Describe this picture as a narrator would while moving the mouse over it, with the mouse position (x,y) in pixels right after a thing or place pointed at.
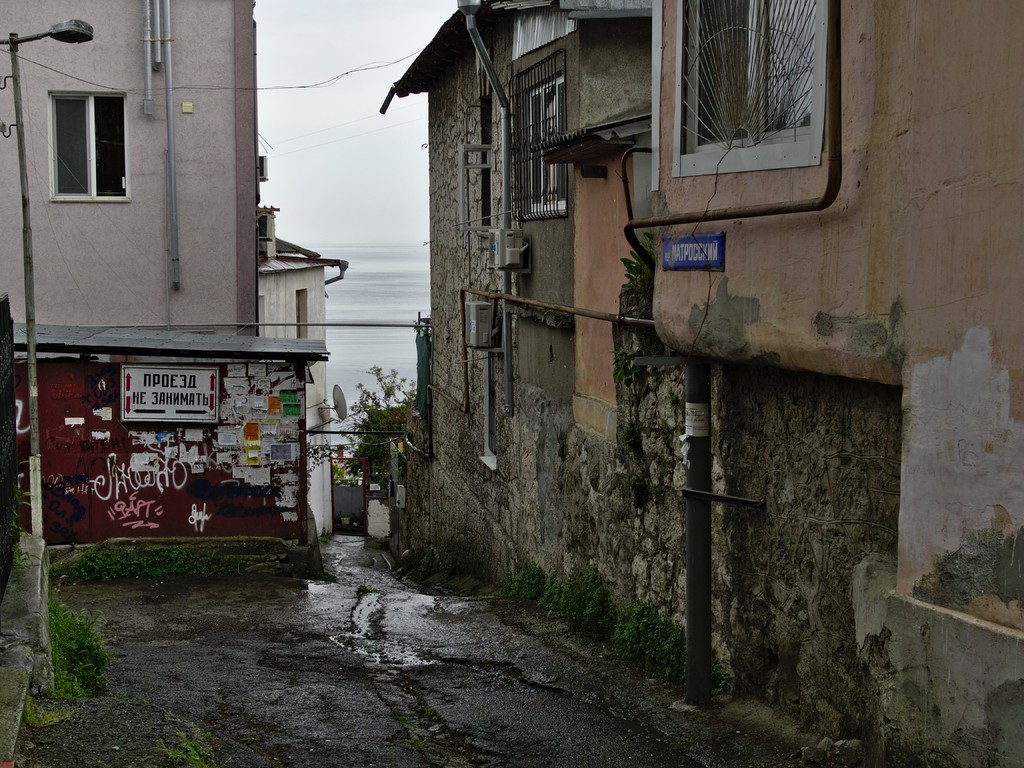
In this picture we can see buildings (432,531), trees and we can see sky (382,196) in the background (349,89).
